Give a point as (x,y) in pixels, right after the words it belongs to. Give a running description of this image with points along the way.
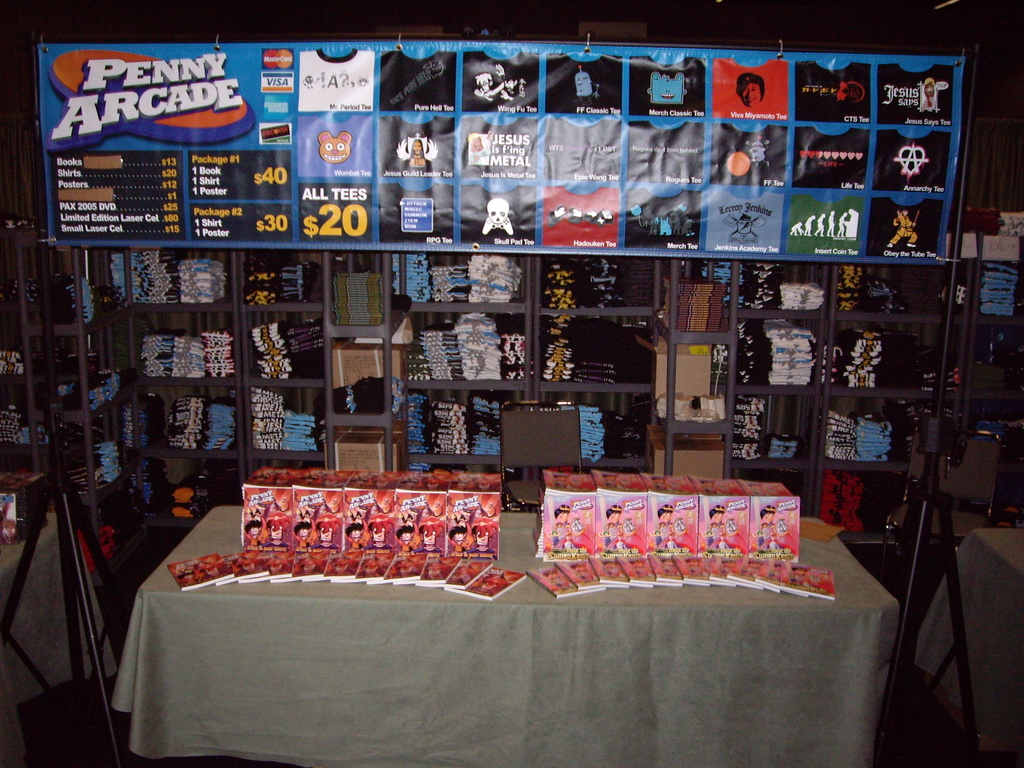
In this image there is a table (712,634), on that table (493,641) there is a cloth (626,692), on that there are few objects (477,532), in the background (671,293) there are racks (686,361) in that racks (398,376) there are few objects (206,347), at the top (52,173) there is a banner (628,74), on that banner (255,217) there is some text (695,114) and pictures (331,125).
